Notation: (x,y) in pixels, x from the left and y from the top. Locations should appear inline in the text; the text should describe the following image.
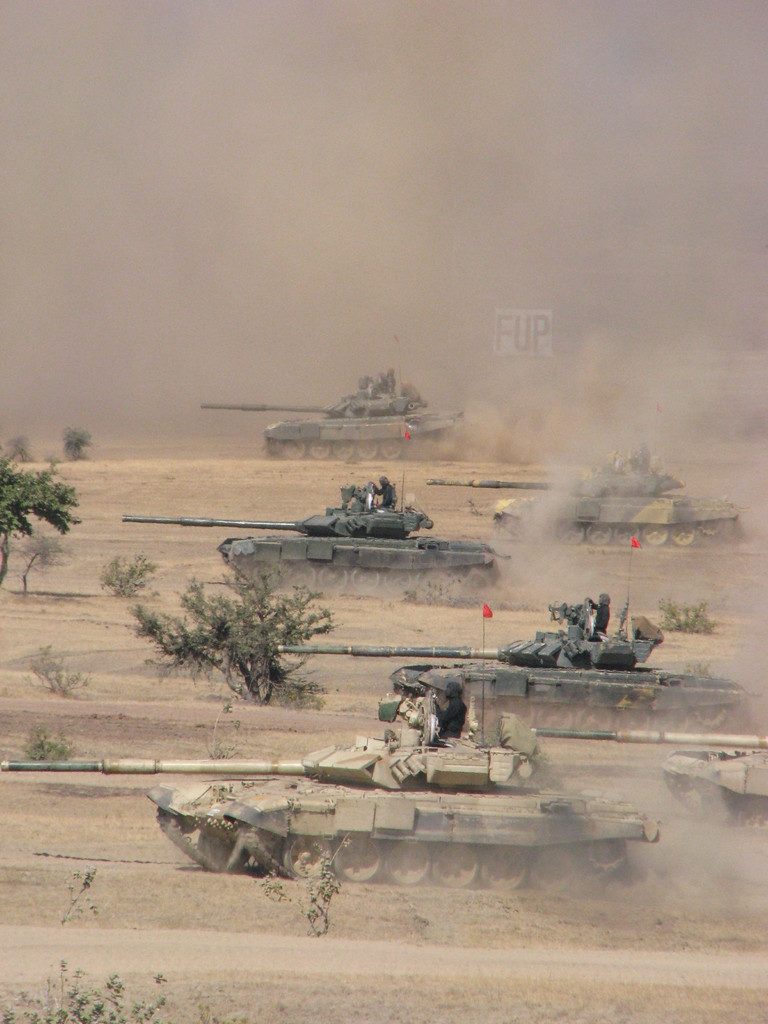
In this image we can see few battle tanks (440,579) on the ground (404,902) and people (638,454) on the tanks (430,666) and there are few trees (251,680) and plants (245,622) between the tanks (626,669).
